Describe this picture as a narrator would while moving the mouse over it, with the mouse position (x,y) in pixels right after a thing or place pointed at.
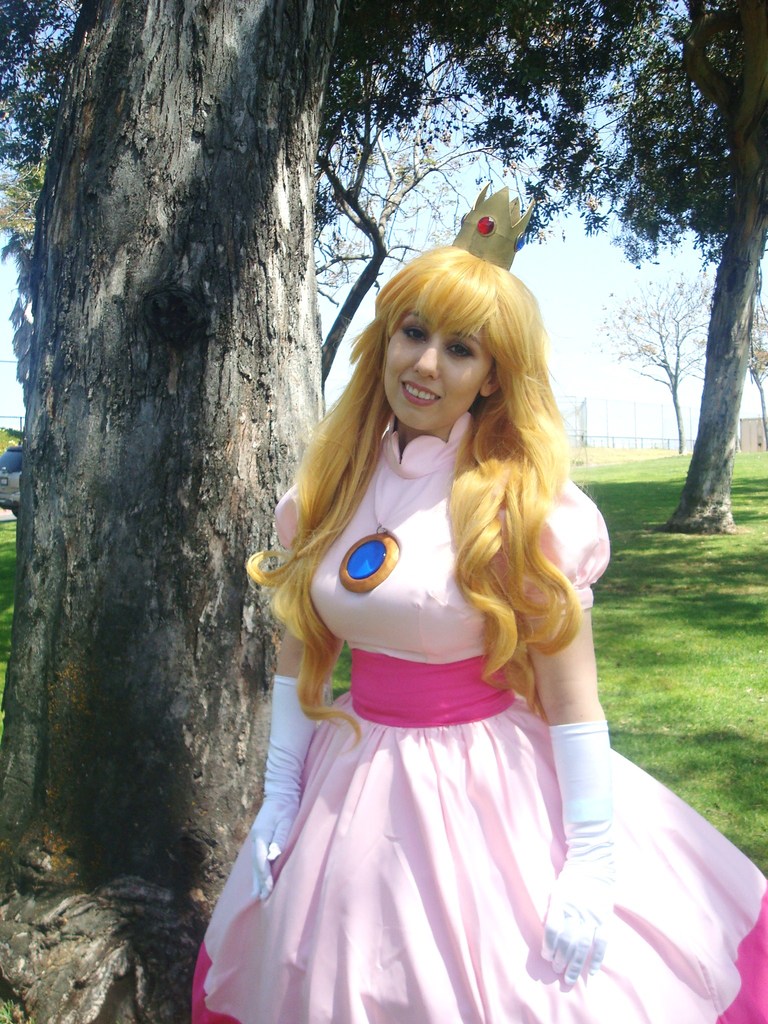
In the foreground (305,615) I can see a woman (326,792) on grass (743,482) and trees (730,363). In the background (759,398) I can see fence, building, vehicle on the road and the sky (340,307). This image is taken may be in a park (663,592).
